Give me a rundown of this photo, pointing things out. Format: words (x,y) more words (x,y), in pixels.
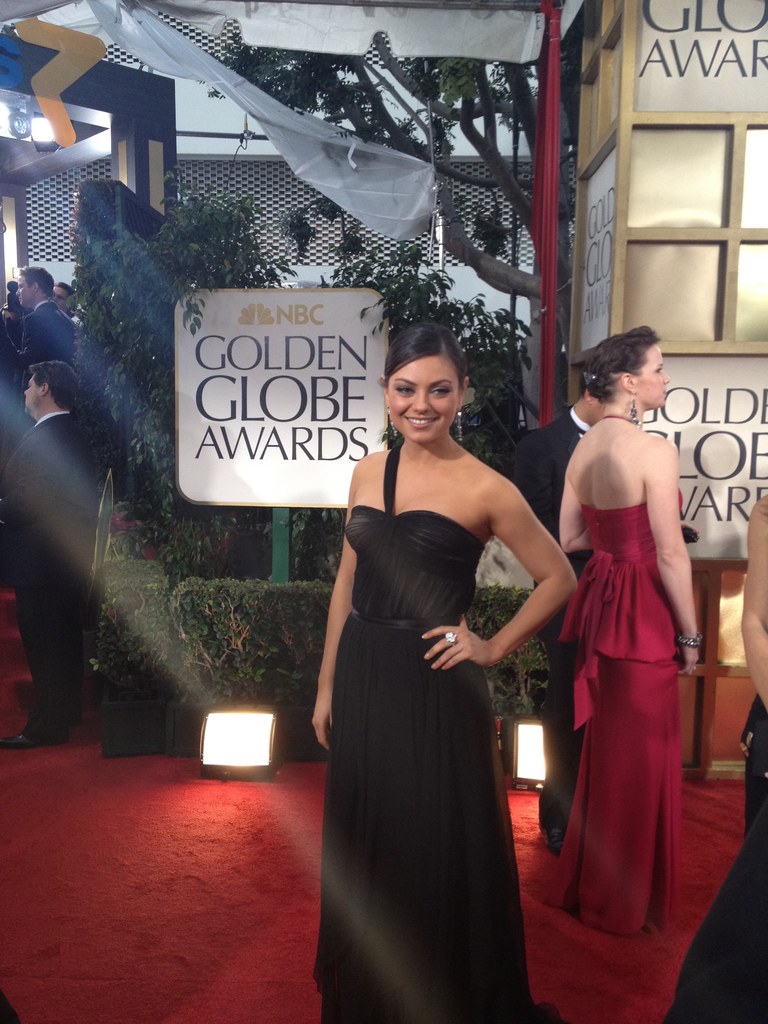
In this image, there are three persons (620,464) standing and wearing clothes (353,660). There is board (262,479) and lights (252,739) in front of the plant (259,247). There are two person (46,382) on left side of the image (49,413).
